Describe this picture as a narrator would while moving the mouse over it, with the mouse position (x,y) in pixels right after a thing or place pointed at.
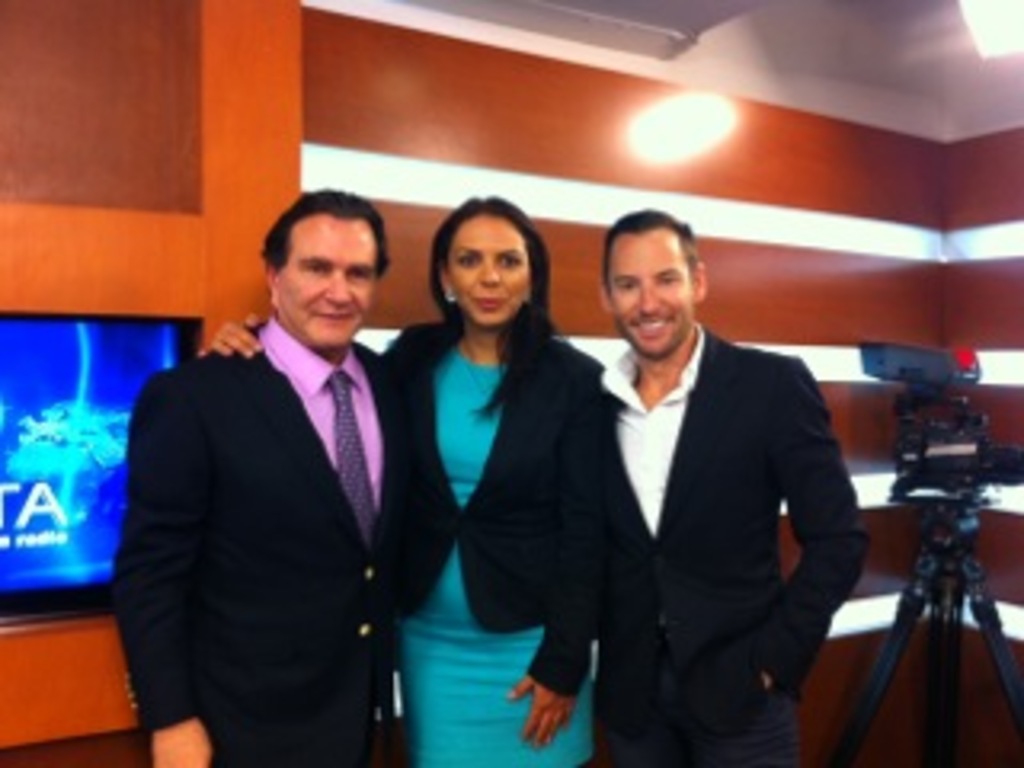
In this image I can see a woman (471,430) wearing blue dress (464,430) and black jacket (512,509) and 2 men (297,527) wearing black blazers (311,567), white shirt (644,450) and pink shirt (325,404) are standing beside each other. In the background (274,151) I can see the orange colored wall (183,126), a television screen (12,354), a camera (965,554) and the light (1011,24).
